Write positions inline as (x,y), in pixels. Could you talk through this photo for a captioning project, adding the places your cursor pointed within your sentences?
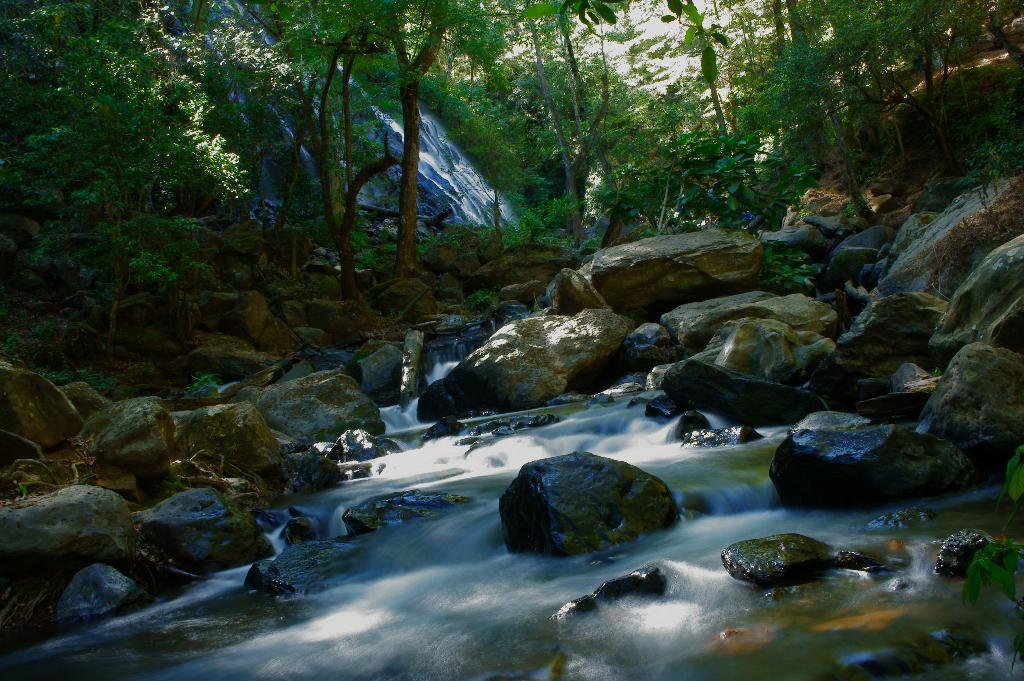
This picture is clicked outside. In the foreground (530,626) we can see a water body (456,441) and the rocks (841,378). In the background (473,220) there is a waterfall (420,189) and we can see the plants (212,183) and some trees (642,159).
